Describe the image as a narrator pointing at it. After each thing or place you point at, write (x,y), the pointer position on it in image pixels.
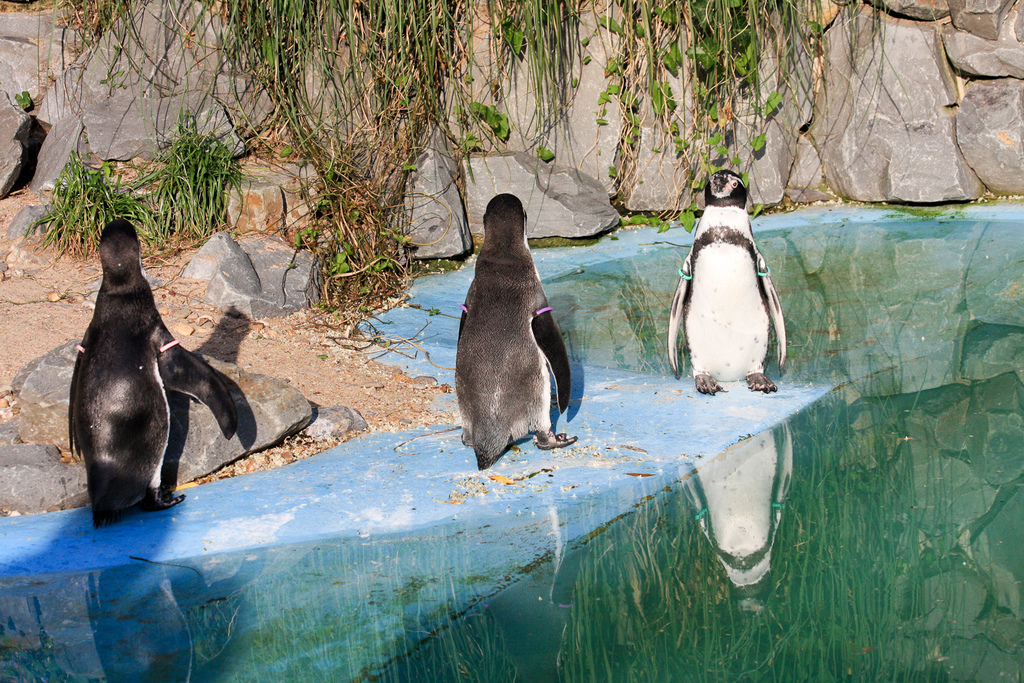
In this picture we can see penguins (701,217) standing on the ground (624,378), water (823,438) and in the background (114,63) we can see rocks (585,54), trees (298,18).
